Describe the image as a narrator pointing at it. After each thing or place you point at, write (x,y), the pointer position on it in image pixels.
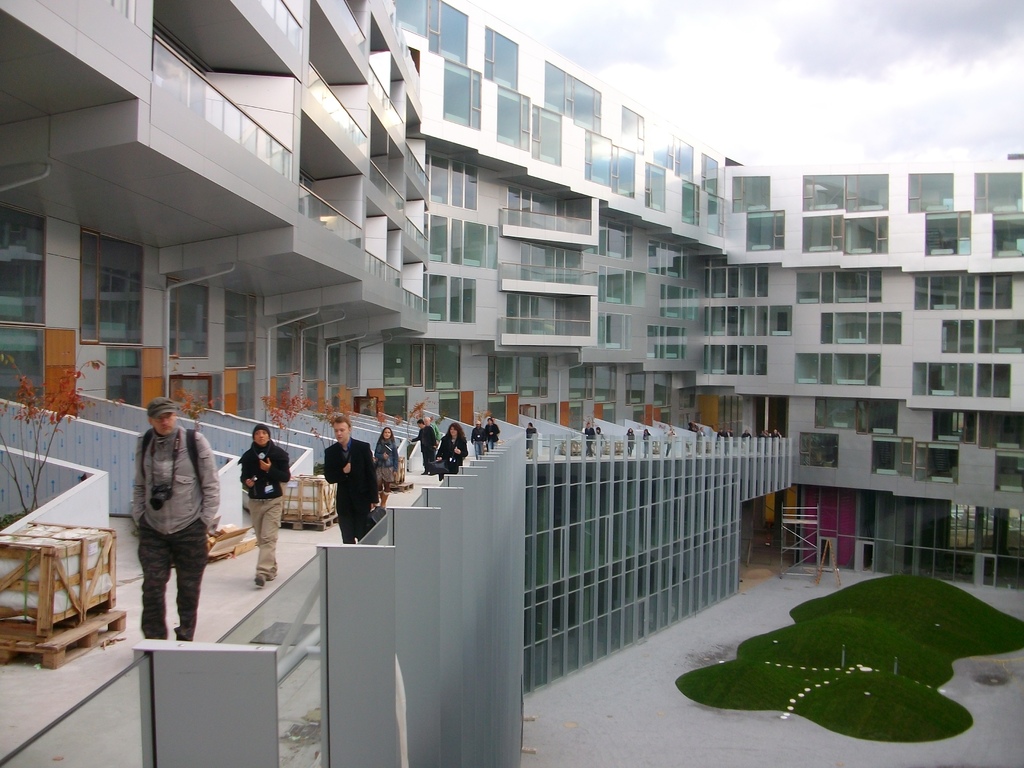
This picture is taken from outside of the building (913,563). In this image, on the left side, we can see a group of people (429,446) are walking on the bridge (223,741). On the left side (71,558), we can also see some wood boxes (59,544), building (120,475), glass window (202,336), plants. In the middle of the image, we can also see a metal instrument (806,507). In the background (835,326), we can also see a building (825,289), glass window (861,295). At the top (883,71), we can see a sky (884,59) which is cloudy, at the bottom (879,597), we can see a grass (746,640) and a floor (661,692).
